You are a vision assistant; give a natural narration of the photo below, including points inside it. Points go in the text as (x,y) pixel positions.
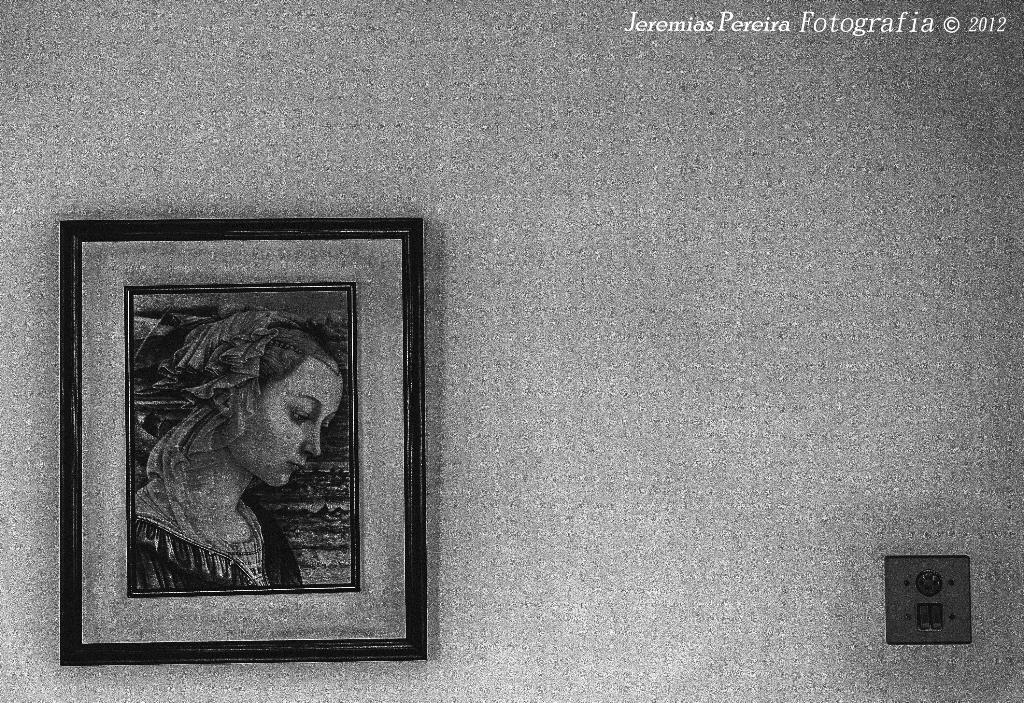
In this image on the left side (106,562) there is a photo frame (277,346), and on the right side (935,606) there is some object (892,588). And in the background (24,278) there is wall (654,174), at the top of the image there is text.
